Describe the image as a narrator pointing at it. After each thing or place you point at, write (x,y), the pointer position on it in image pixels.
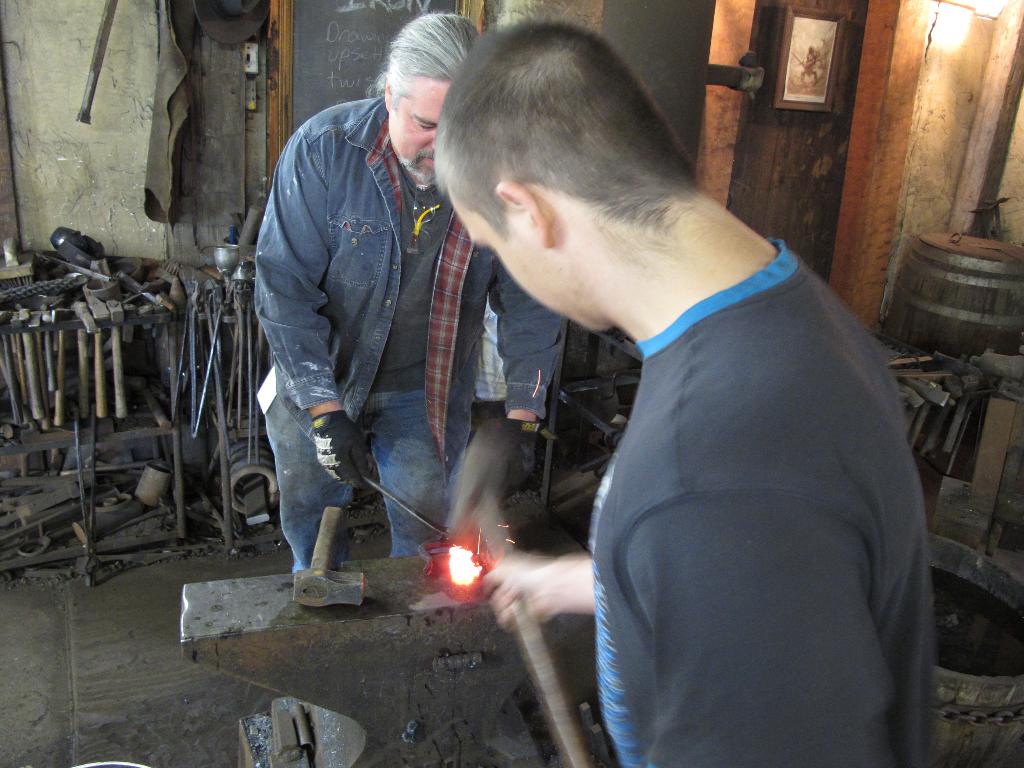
In this image I can see a person (746,572) wearing black and blue colored dress (783,464) is holding a hammer (570,742) in his hand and another person (384,239) wearing blue and black colored dress (388,252) is holding a metal rod (381,486) in his hands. In the background (243,332) I can see number of tools (106,311), the door (799,149), the wall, a photo frame (800,104), a barrel (1004,297), a light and few other objects (332,23).
